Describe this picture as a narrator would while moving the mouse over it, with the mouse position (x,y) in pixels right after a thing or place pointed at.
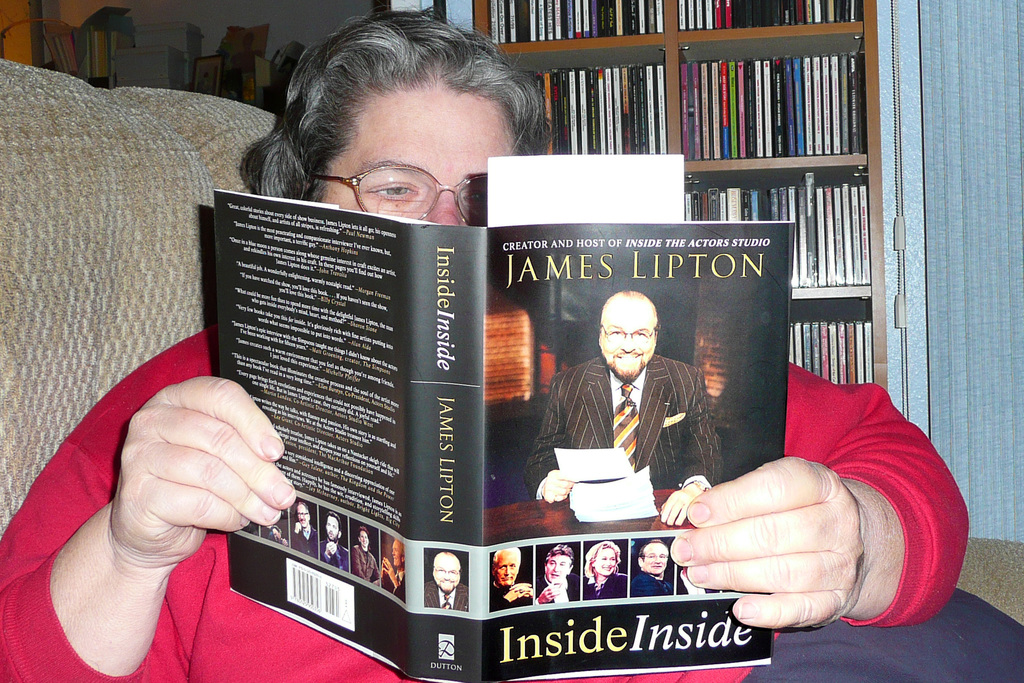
In this image there is one woman (279,175) is sitting on a sofa (162,278) and holding a book (377,450) as we can see in the middle of this image (409,312). There is a rack (582,62) on the right side of this image (832,143) and there are some CDs (718,98) kept in to this rack (763,34). There are some books (91,40) on the top left side of this image (99,55) as well.
